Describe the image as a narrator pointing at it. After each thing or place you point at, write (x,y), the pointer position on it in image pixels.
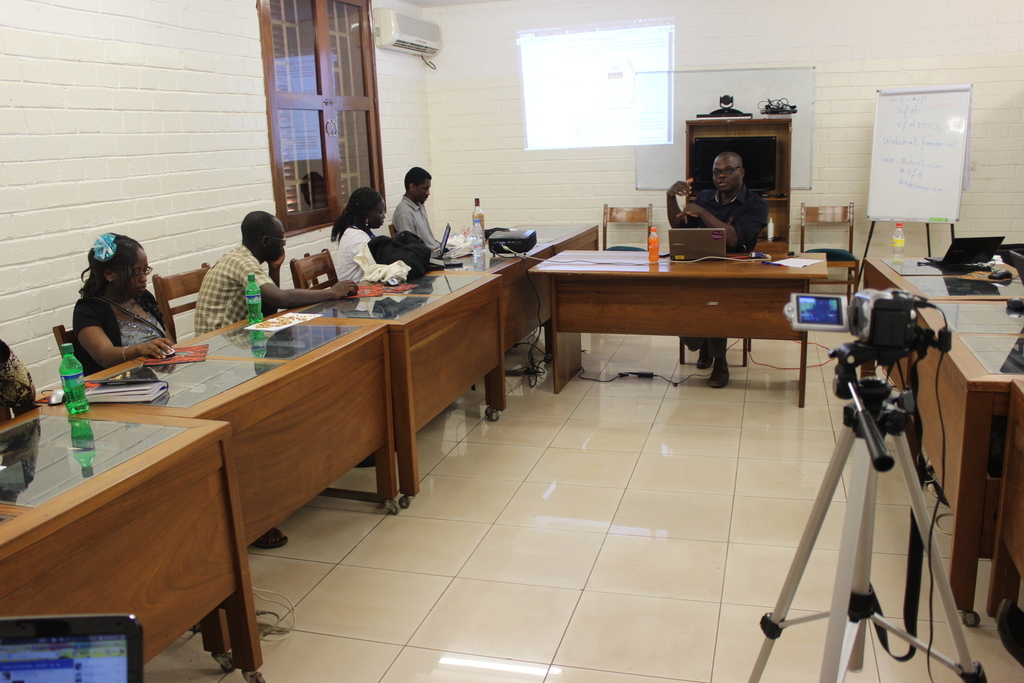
In the picture we can see some people (126,326) sitting on the chairs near the tables (426,337) on one table (215,384) there are laptop (669,257) and mouses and near to it there is a tripod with camera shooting the picture of them, in the background (502,152) we can see a wall (206,148) with a window (322,103) which is of wooden (331,116) and glass (363,126), and air conditioner (381,34), screen (584,134), whiteboard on stand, and two chairs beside it.
